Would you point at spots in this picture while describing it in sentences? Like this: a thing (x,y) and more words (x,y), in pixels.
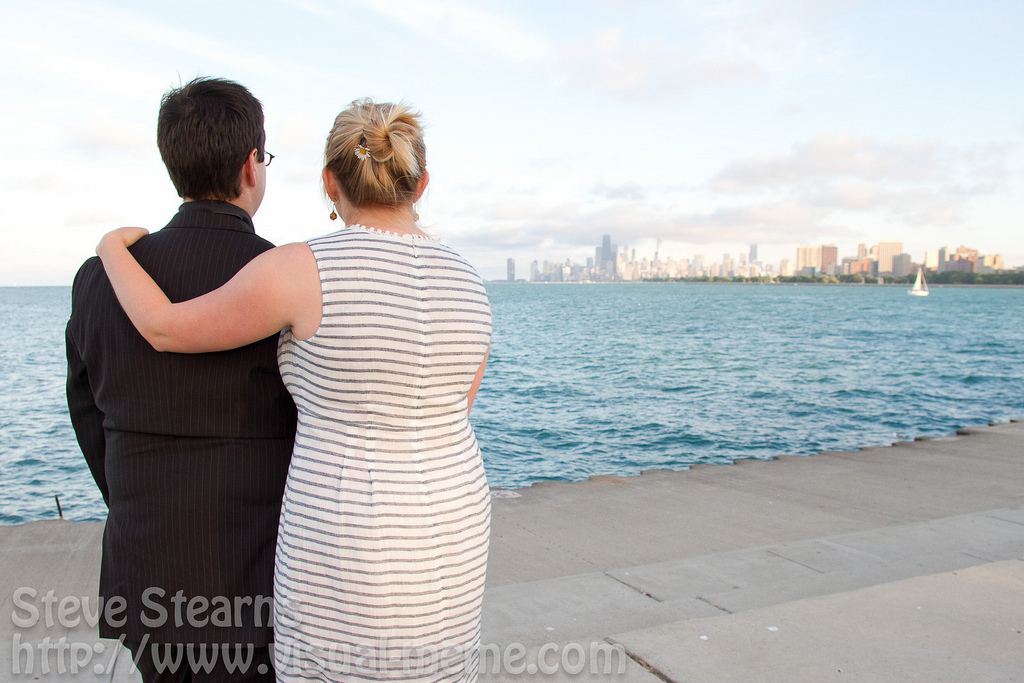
As we can see in the image in front (349,344) there are two people (349,372) standing. On the left side (208,261) there is a man (179,380) with a black suit (182,483) and beside him there is a woman (398,487) who is wearing a white dress (399,451) with black stripes (411,452) in front of them there is a sea (492,388) and on the other side of the sea (681,284) there are buildings (952,257) and in between there is a sailboat (919,291).
